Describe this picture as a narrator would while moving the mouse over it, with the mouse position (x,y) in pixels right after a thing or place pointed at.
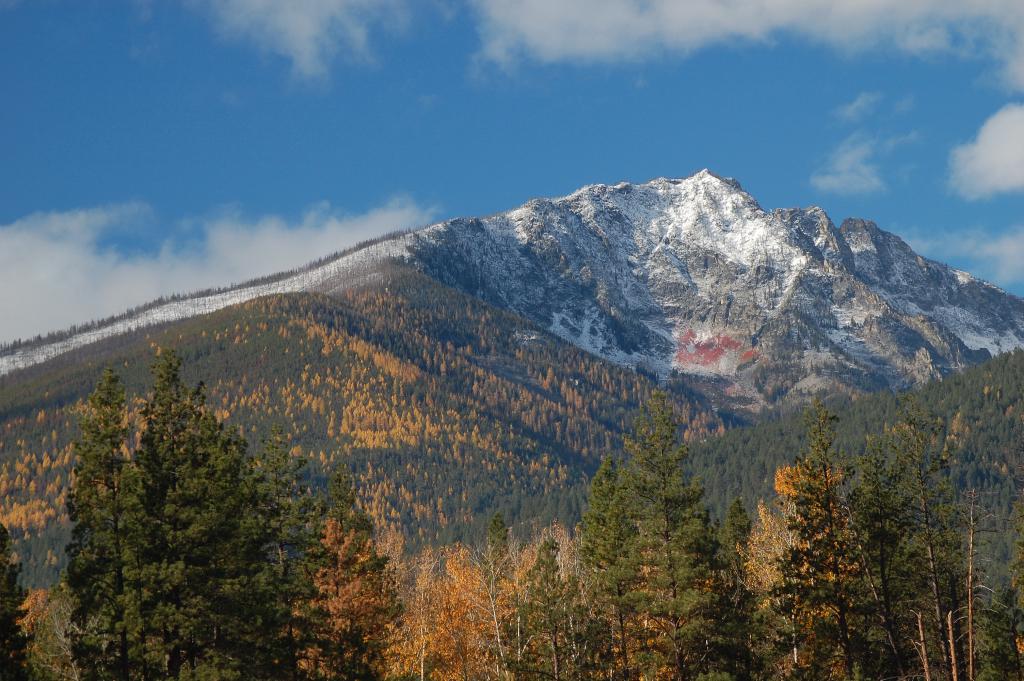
In this picture I can see trees (425,426), there are mountains (776,266), and in the background (763,165) there is the sky (546,105).
